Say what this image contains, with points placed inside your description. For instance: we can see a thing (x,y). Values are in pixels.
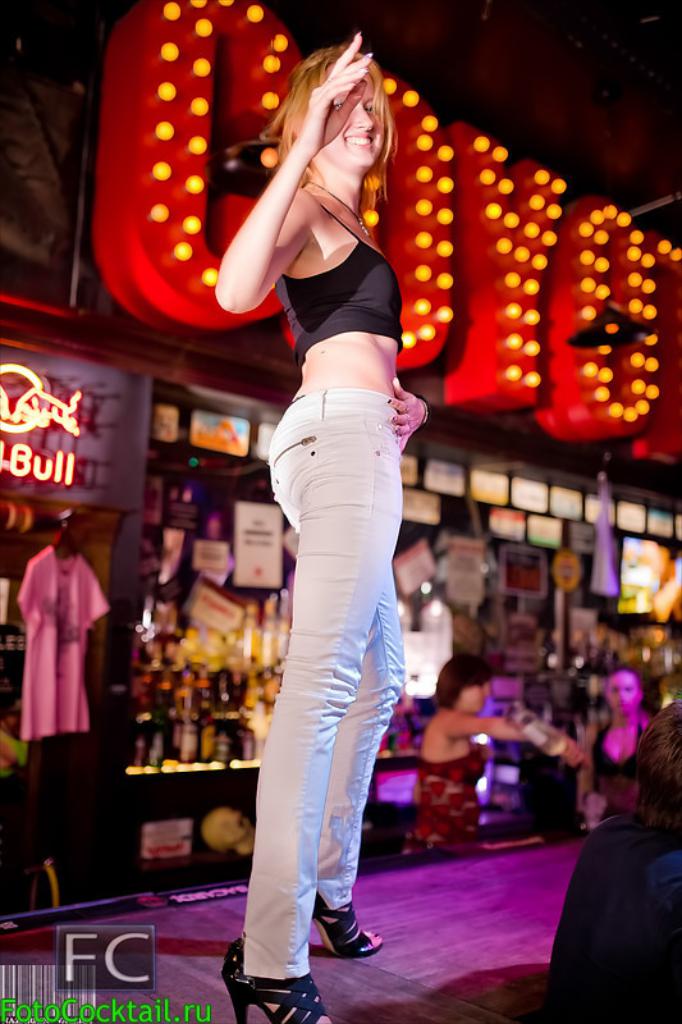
This image consists of a woman (317,407) standing on a table (447,925). It looks like a ramp (121,916). In the background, we can see two women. And there are many bottles (219,652). On the left (57,598), there is a T-shirt (48,628) hanged. At the top (216,3), we can see a name (456,375) along with the light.
